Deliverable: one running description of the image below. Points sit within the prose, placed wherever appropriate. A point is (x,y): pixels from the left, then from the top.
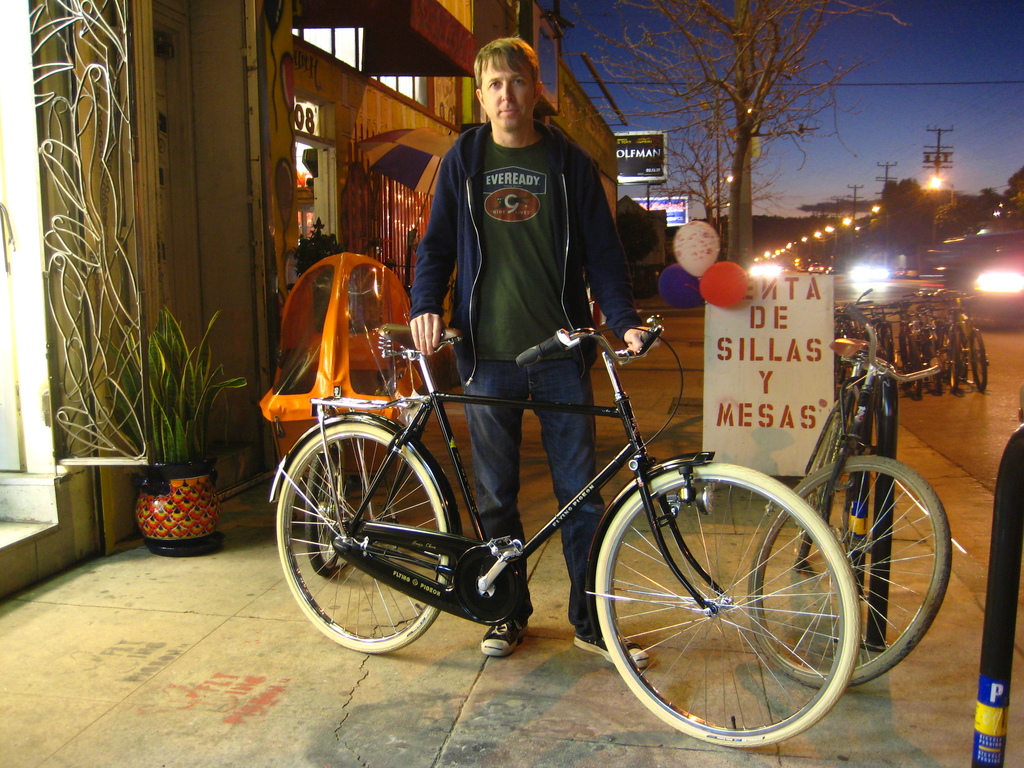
In this image i can see a bicycles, balloons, plants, boards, electrical poles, light poles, vehicles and person (479,286).
